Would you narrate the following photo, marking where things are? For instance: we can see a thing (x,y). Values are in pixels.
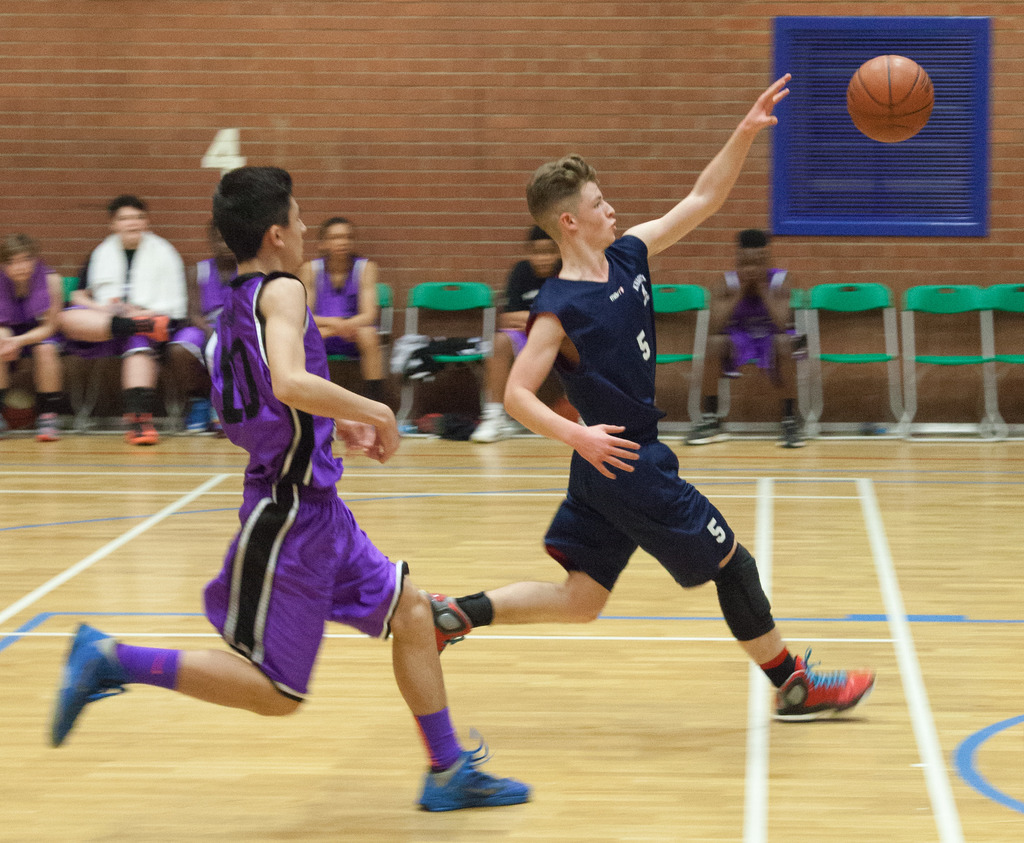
In this image two persons (233,407) are running on the basketball court (514,520) and on the right side (862,93) there is a basketball (851,105) in the air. In the background (370,309) we can see few persons (213,328) are sitting on the chairs (381,314) and there are clothes (433,353) on a chair (413,332), wall (447,375), empty chairs (962,303) and an object (801,181).
